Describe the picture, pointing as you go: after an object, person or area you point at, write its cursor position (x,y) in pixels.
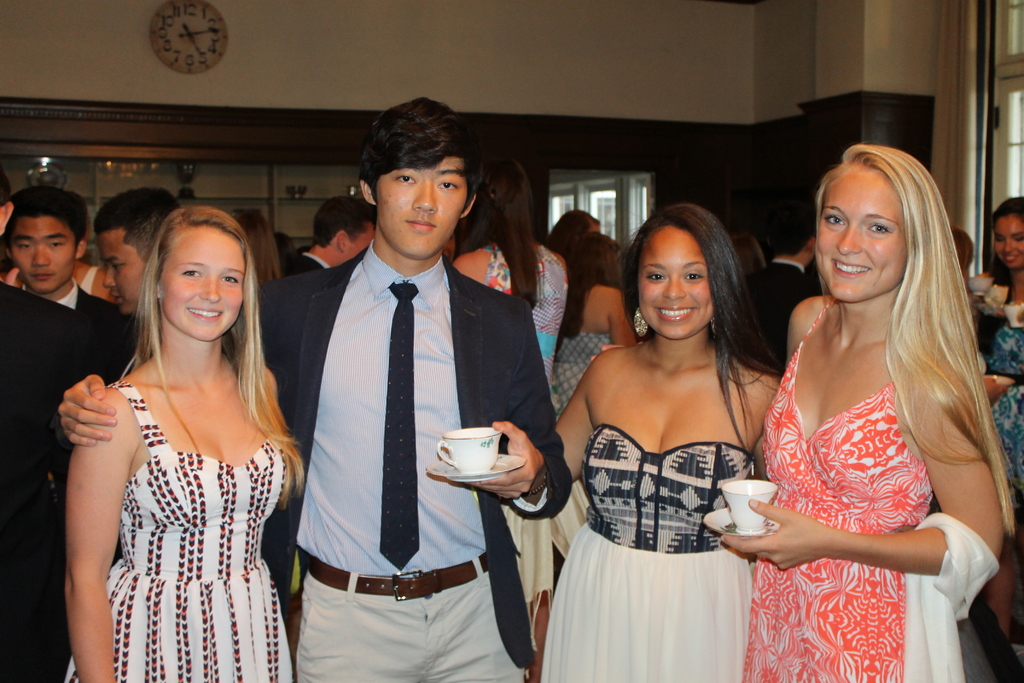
In this picture we can see four people (162,420) standing and smiling. Two people (383,333) are holding cups (482,460) and saucers (508,464). In the background (122,282) we can see a group of people (545,250), walls (766,139), windows (1011,143), clock (158,49) and some objects (193,189).
